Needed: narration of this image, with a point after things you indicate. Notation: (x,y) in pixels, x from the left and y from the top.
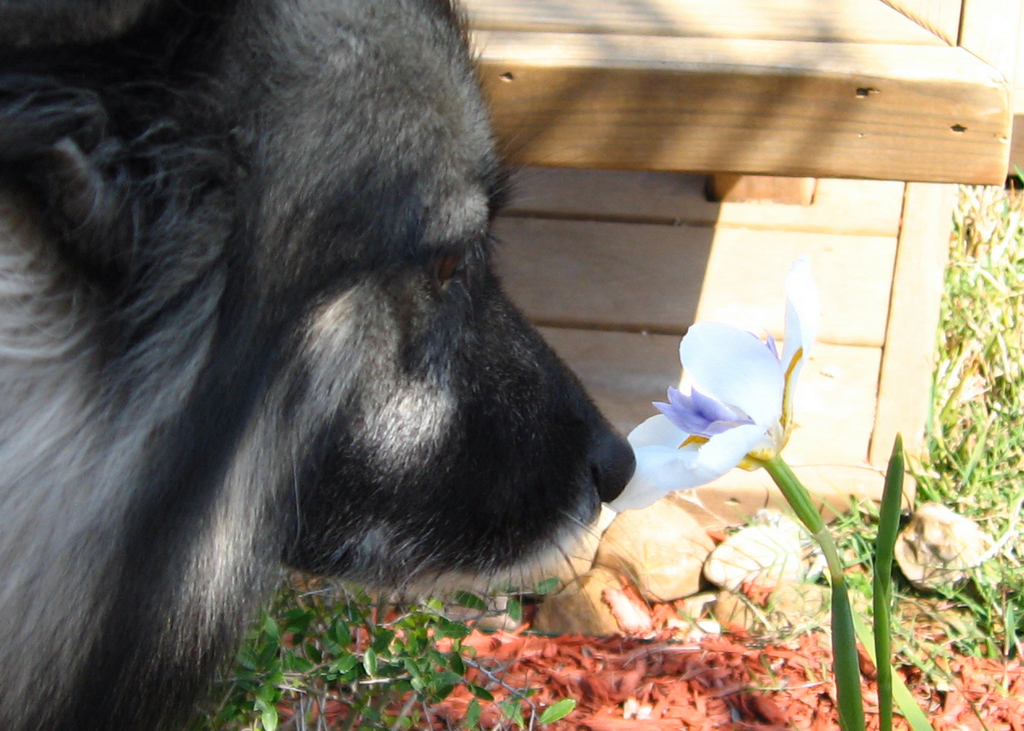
In the image in the center (549,456) we can see one dog (299,194), which is in black and white color. In the background (821,255) there is a wooden wall (866,251), plant (884,566), white color flower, grass (983,486) and stones (665,564).
